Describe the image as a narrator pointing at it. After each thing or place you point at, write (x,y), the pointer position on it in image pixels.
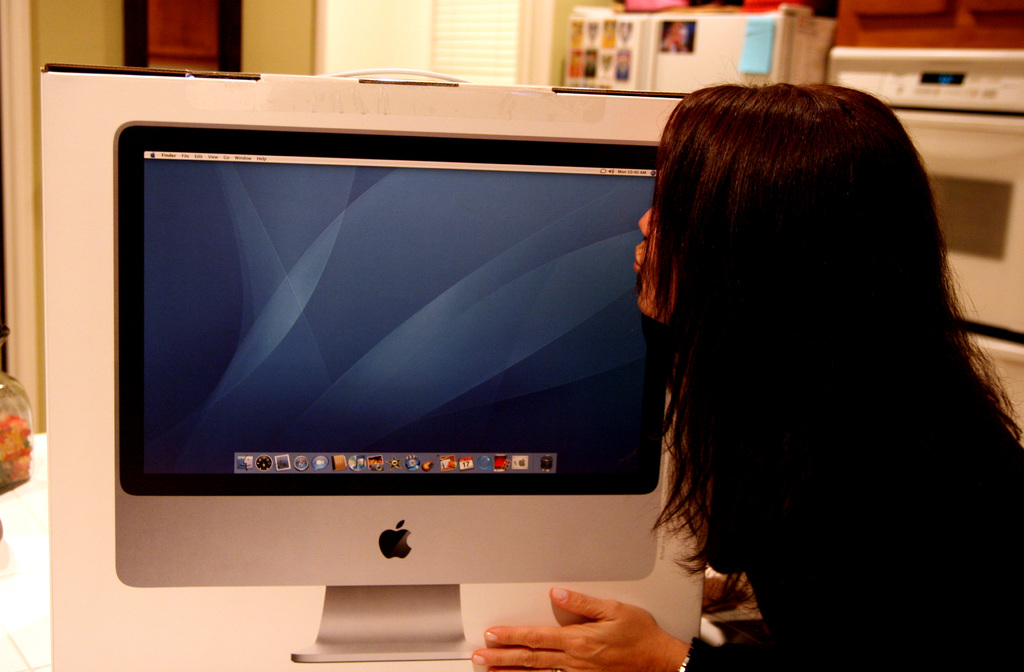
In this image we can see a woman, there is a box (527,567), on the box (340,449) we can see a system image (431,401), in the background (958,180) we can see some images (611,57) and electronic devices (654,55).
